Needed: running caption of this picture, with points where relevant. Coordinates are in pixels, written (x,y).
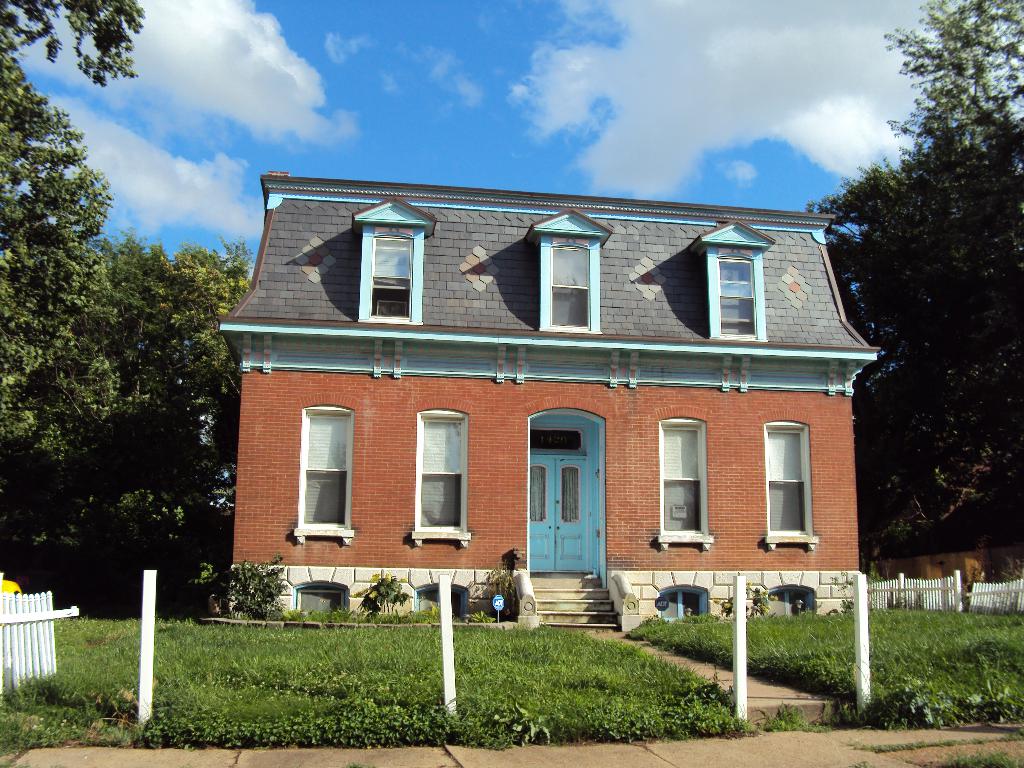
In the center of the image (523,411) we can see building (661,349), windows (575,309), door (564,502), trees (12,376), stairs (571,587), some plants (508,604), fencing (998,601), wall (831,569). At the bottom of the image (578,660) we can see the ground (572,725). At the top of the image (635,127) we can see the clouds (661,108) are present in the sky (646,156).
